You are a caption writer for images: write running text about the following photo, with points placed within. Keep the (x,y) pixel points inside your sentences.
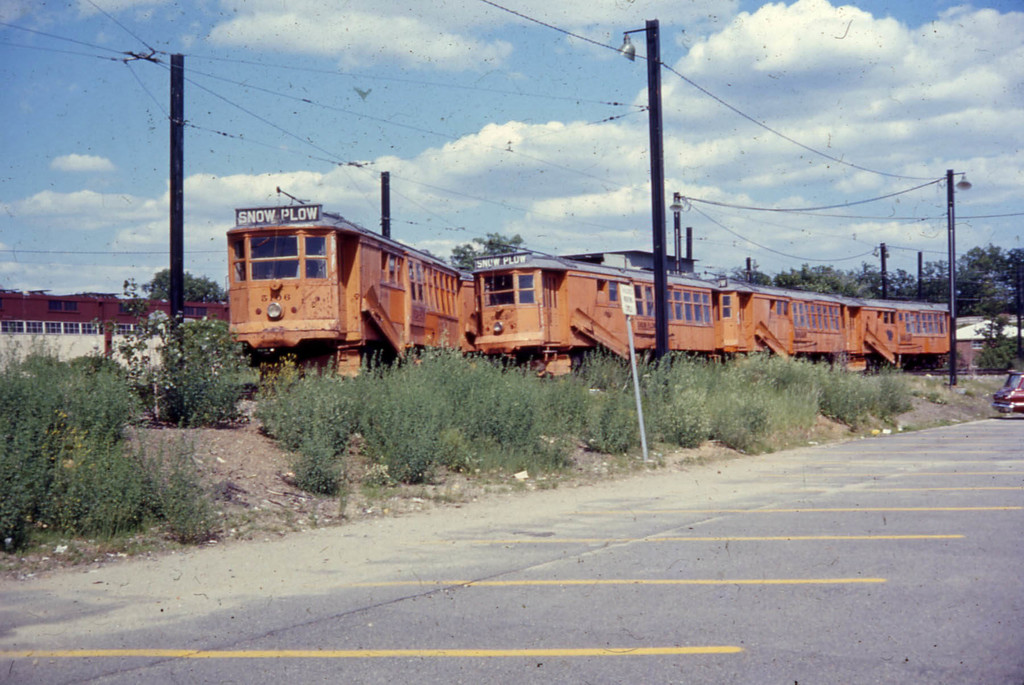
In the picture we can see a road (570,660) with yellow color stripes (666,653) on it and beside the road (442,537) we can see grass plants (152,502) and poles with wires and beside it, we can see a two trains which are orange in color and beside it, we can also see some poles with wires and other trains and in the background (217,290) we can see trees (917,287) and sky (454,116) with clouds (881,143).
